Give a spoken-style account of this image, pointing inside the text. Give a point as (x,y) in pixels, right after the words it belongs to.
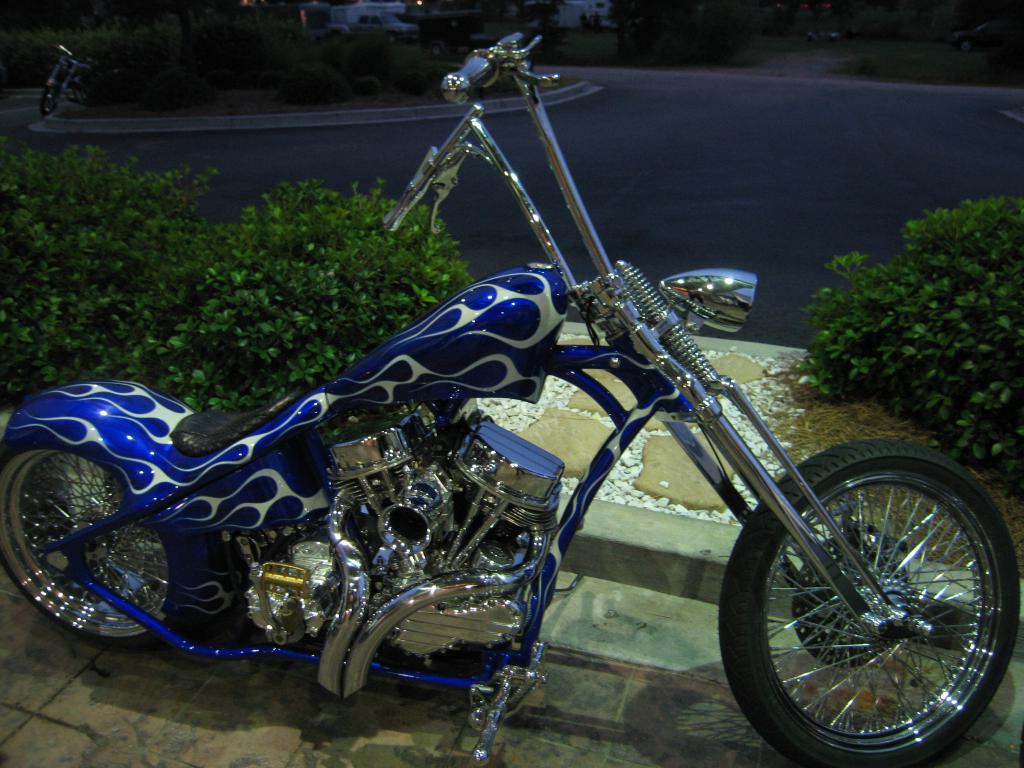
In this picture we can see a motorcycle (539,681) on the ground (543,688) and in the background (91,25) we can see plants (7,285), road (1004,125), trees (1000,14) and few vehicles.
